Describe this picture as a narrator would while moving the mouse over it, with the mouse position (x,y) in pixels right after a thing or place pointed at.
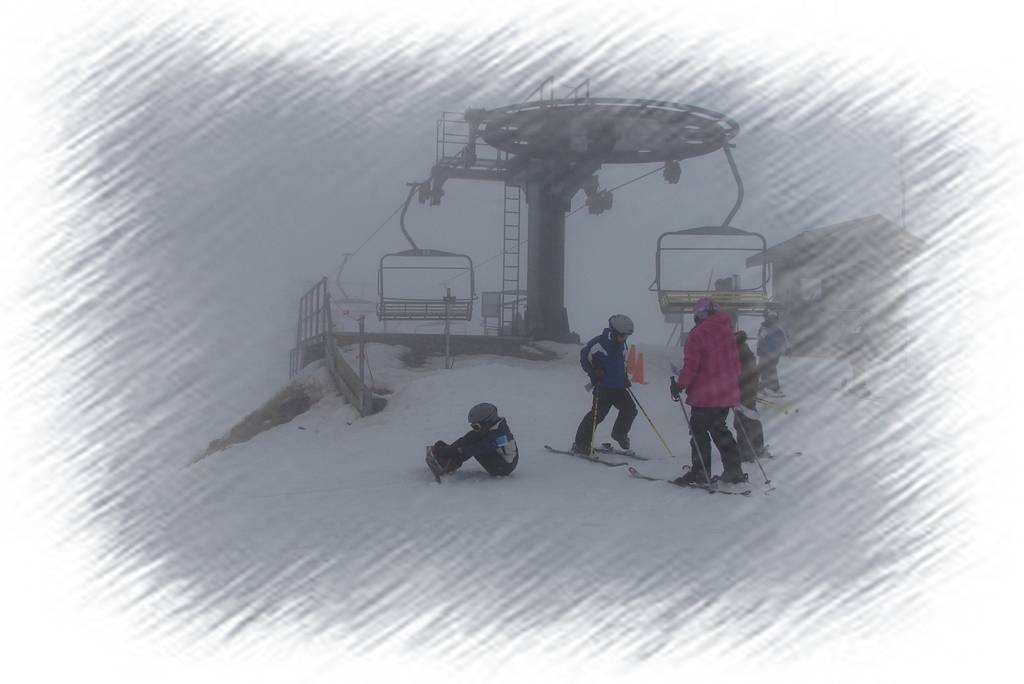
This is an edited image. In this image we can see a group of people (686,380) standing on the snow (641,468) wearing skating boards (630,468) holding the sticks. We can also see a person (504,441) sitting beside them. On the backside (838,311) we can see a house (819,321) with a roof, a rope way (559,338), ladder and some poles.
